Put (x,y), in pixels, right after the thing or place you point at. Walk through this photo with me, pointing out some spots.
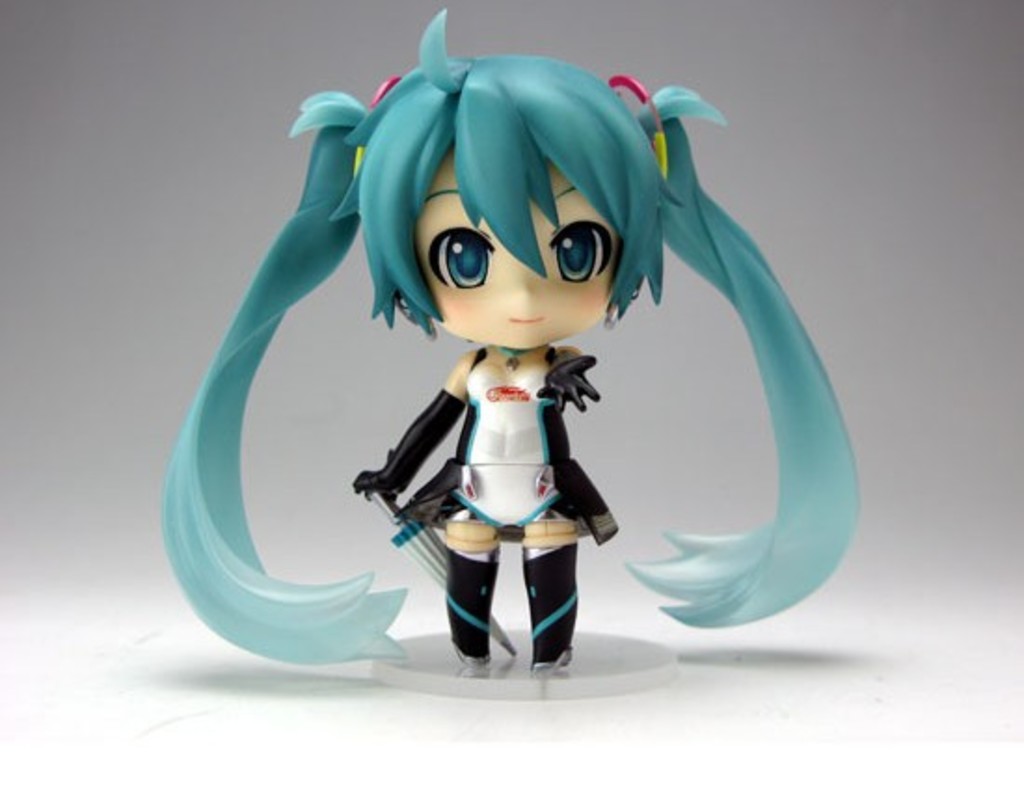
In this picture we can see a toy of a girl (442,410). Behind the toy (478,569) there is the white background (15,110).
